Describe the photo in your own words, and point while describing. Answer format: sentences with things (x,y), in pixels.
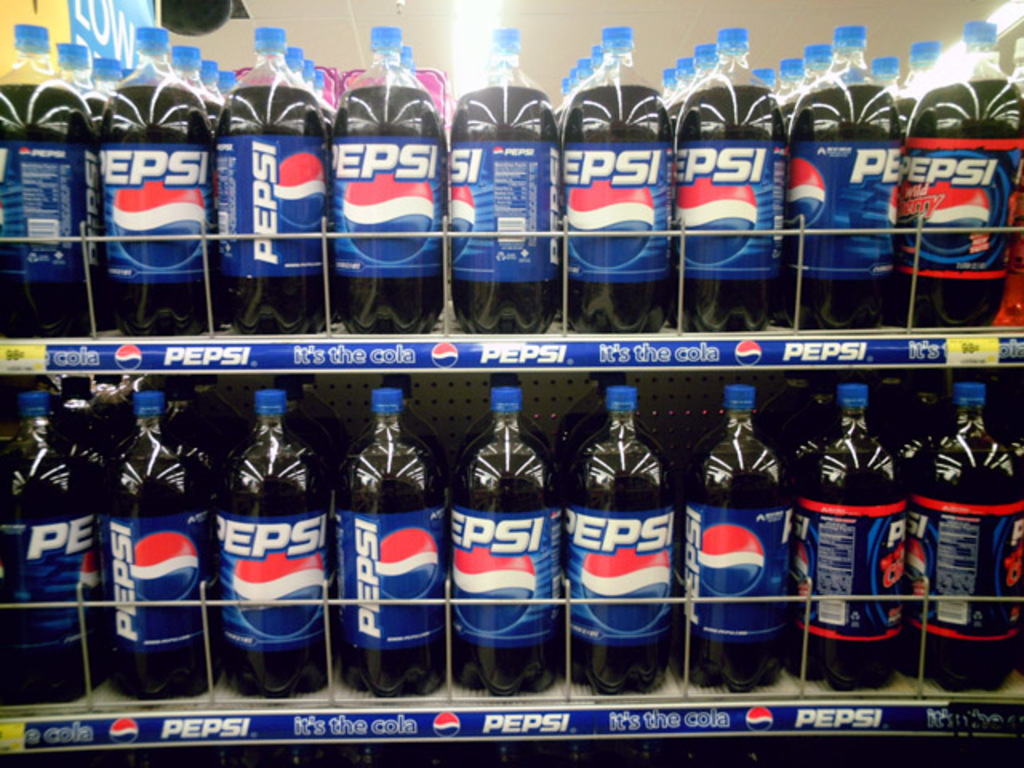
In the image we can see there are pepsi juice bottles (592,527) in the shelf (734,714).
